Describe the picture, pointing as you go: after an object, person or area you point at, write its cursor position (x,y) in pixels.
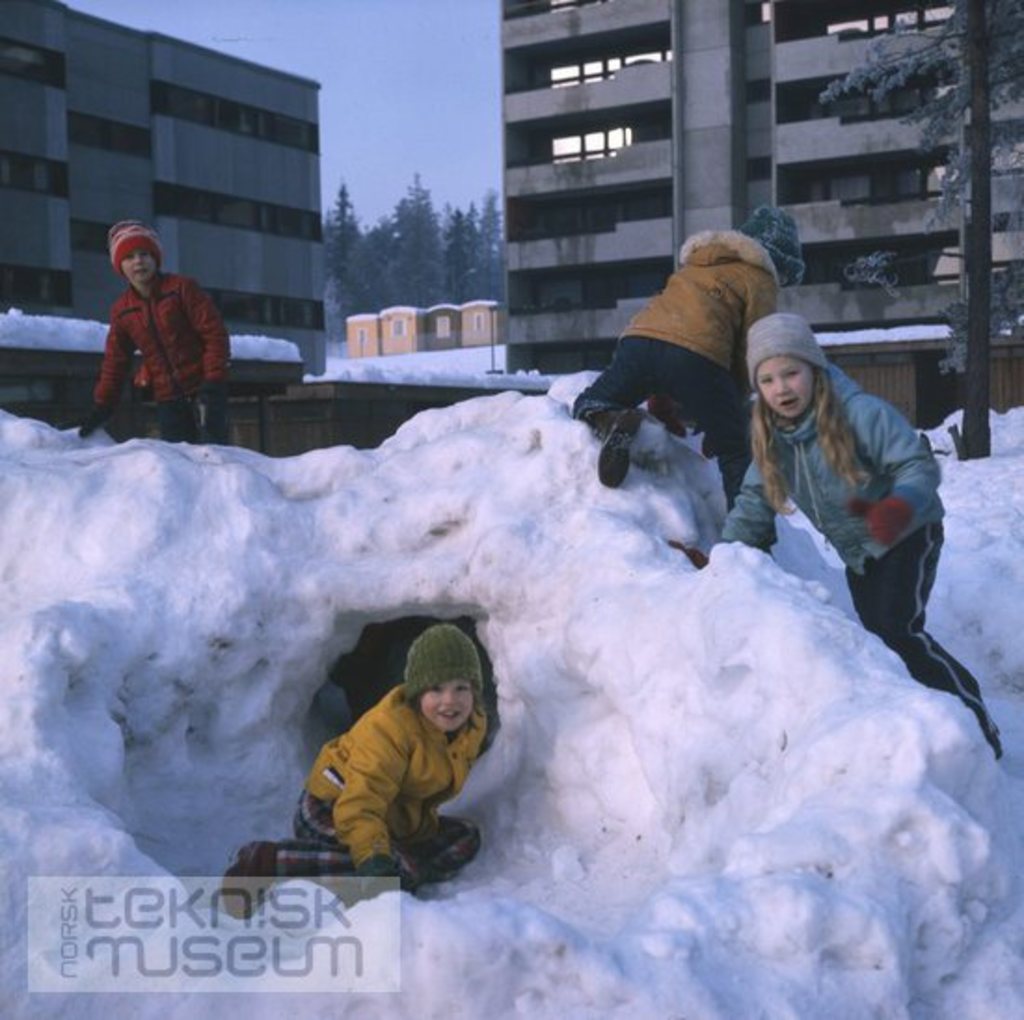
This image is clicked outside. There is ice (442,540) in the middle (506,568). There are some persons (345,784) in the middle (656,344). They are children (394,819). There are buildings (539,297) at the top (113,106). There are trees (982,339) on the right side (1009,34) and middle. There is sky (337,190) at the top (497,39).
